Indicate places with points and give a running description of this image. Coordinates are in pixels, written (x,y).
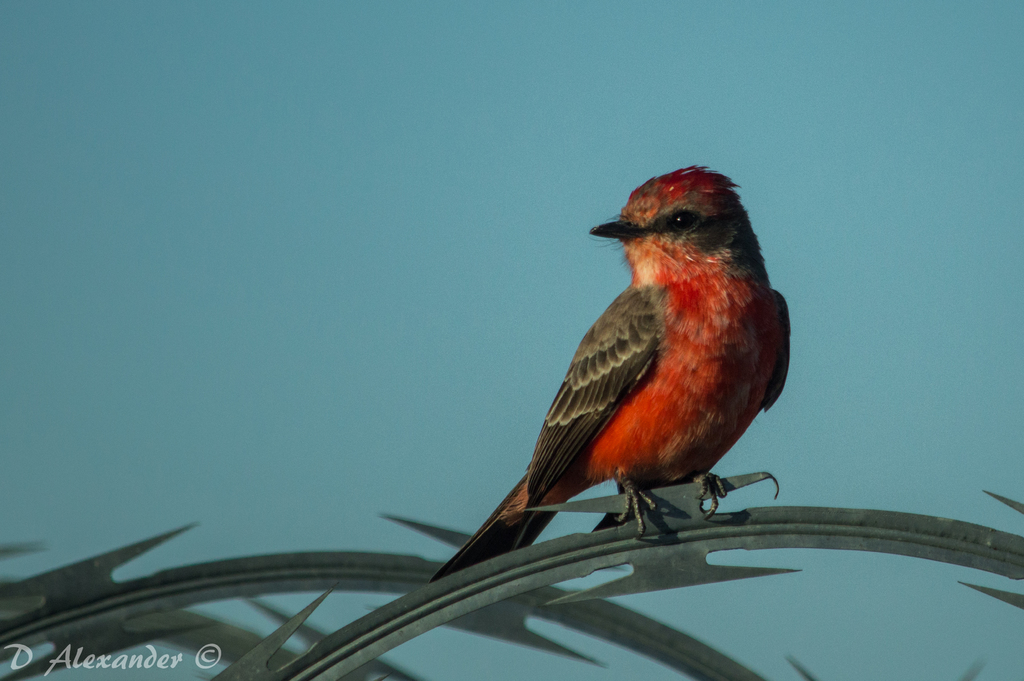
In this image, we can see a bird (656,424) on the wire (629,541) and on the bottom left (99,662), there is a text (160,664).
